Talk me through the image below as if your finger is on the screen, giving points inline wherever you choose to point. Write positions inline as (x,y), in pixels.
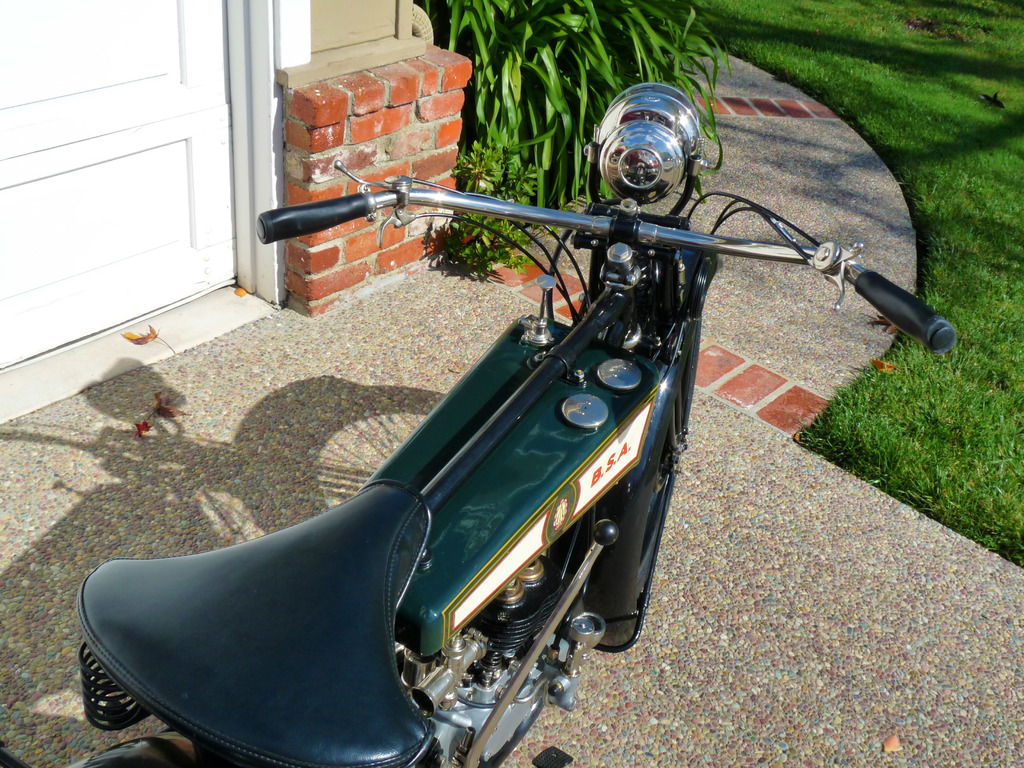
There is a vehicle (552,217), grass (925,282) at the right (934,266) and a white door (135,137).
